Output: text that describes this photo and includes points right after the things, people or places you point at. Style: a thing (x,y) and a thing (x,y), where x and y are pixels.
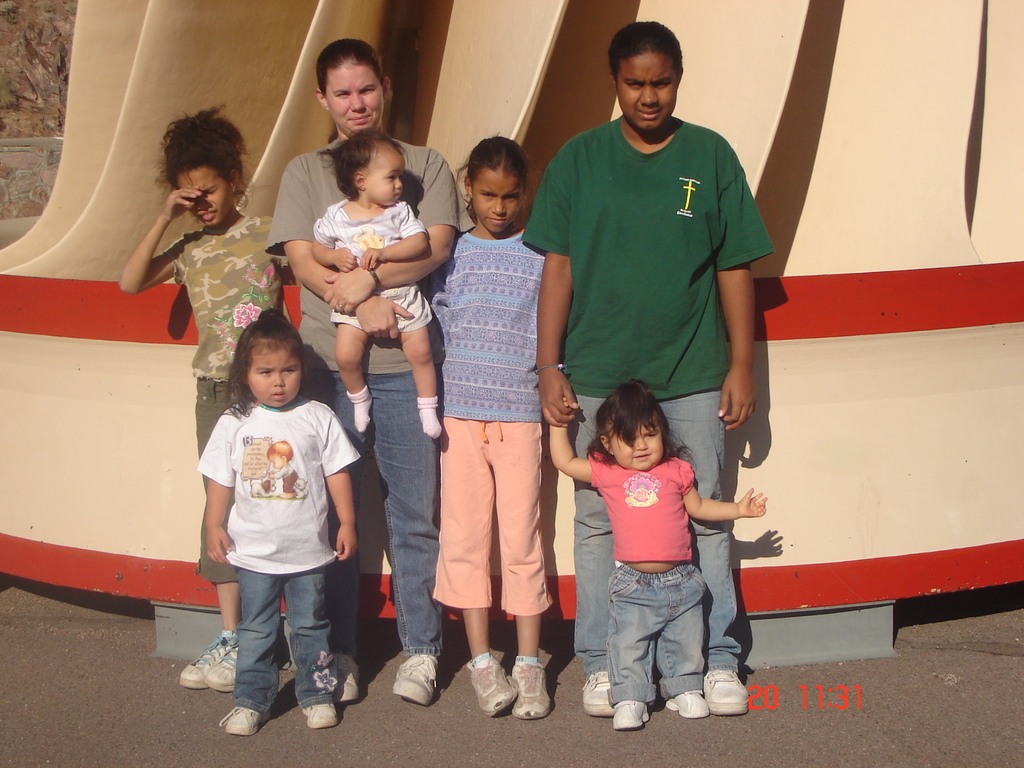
People (638,488) are standing. A person (437,508) is holding a baby (329,258). Time is mentioned at the bottom (830,700).
